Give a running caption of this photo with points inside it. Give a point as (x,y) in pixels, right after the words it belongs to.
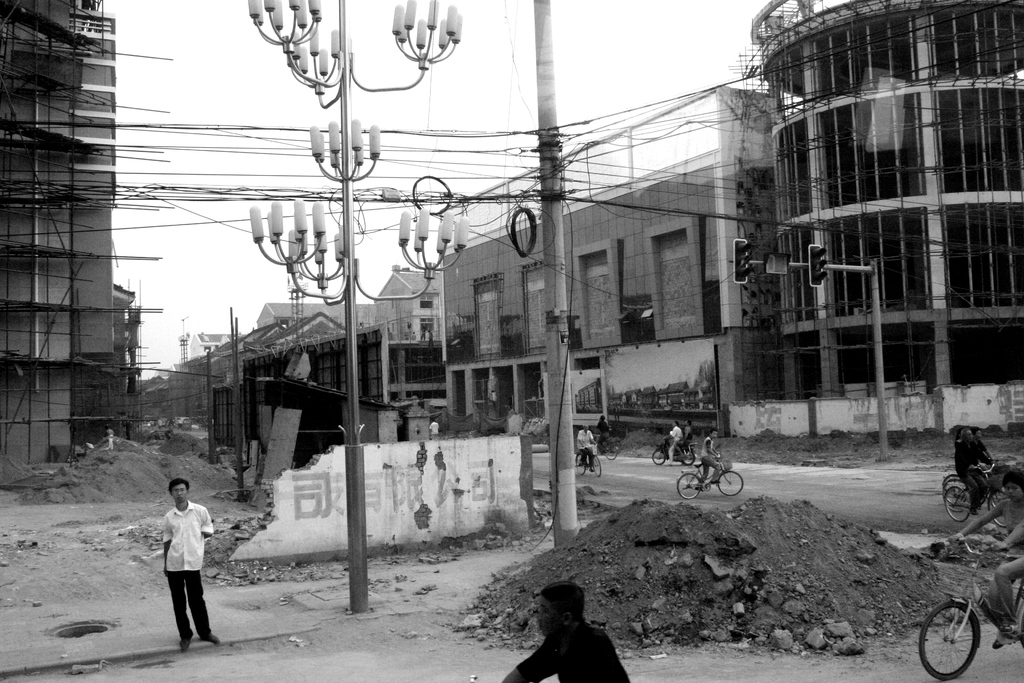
In this image there is a person (168,518) standing and there are a few people (555,623) riding bicycles (607,440) on the road (843,472), behind them there is mud (739,576), lamp posts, electrical cables (347,207) on top of the towers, compound walls (342,450), billboards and buildings (393,350).
